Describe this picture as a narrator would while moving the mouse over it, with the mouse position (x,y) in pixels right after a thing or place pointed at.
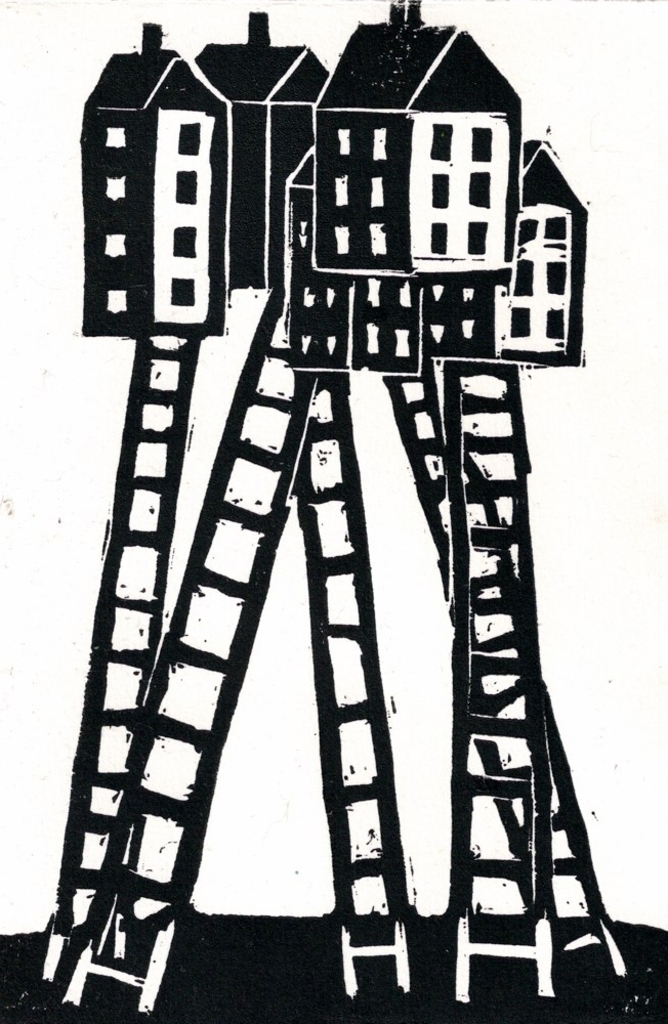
Here we can see drawings (283,216) of houses (449,316) and ladders (192,573) and we can see windows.
